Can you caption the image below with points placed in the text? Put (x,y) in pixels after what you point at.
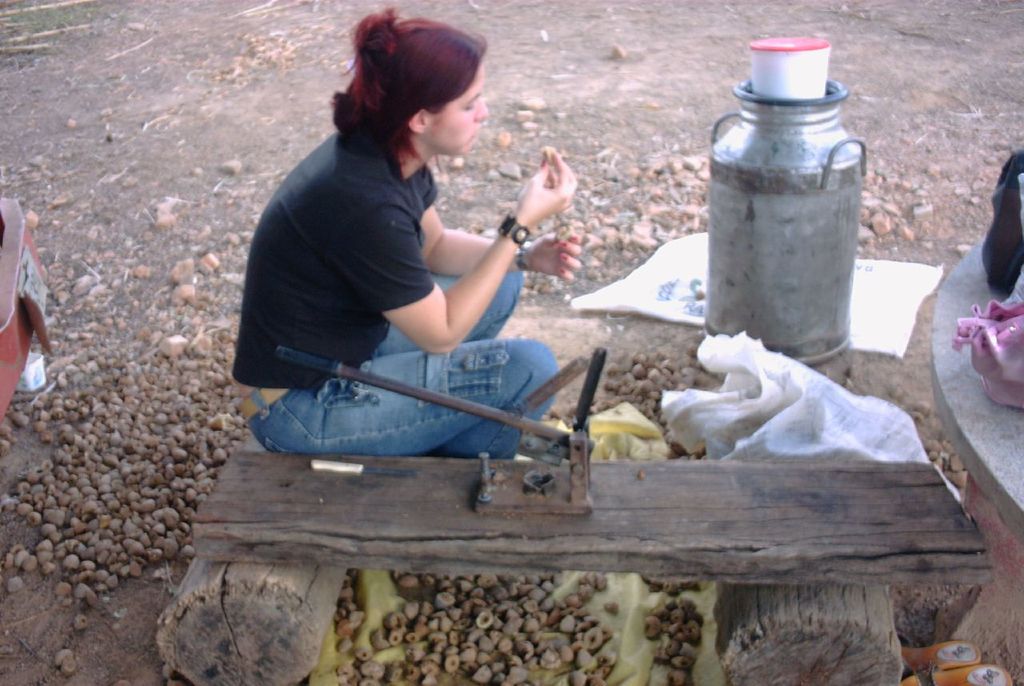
A beautiful girl (306,327) is sitting on the log (291,520), she wore black color shirt (362,275) and a blue color jeans trouser (451,354). In the right side (785,163) there is an iron can (795,216).
